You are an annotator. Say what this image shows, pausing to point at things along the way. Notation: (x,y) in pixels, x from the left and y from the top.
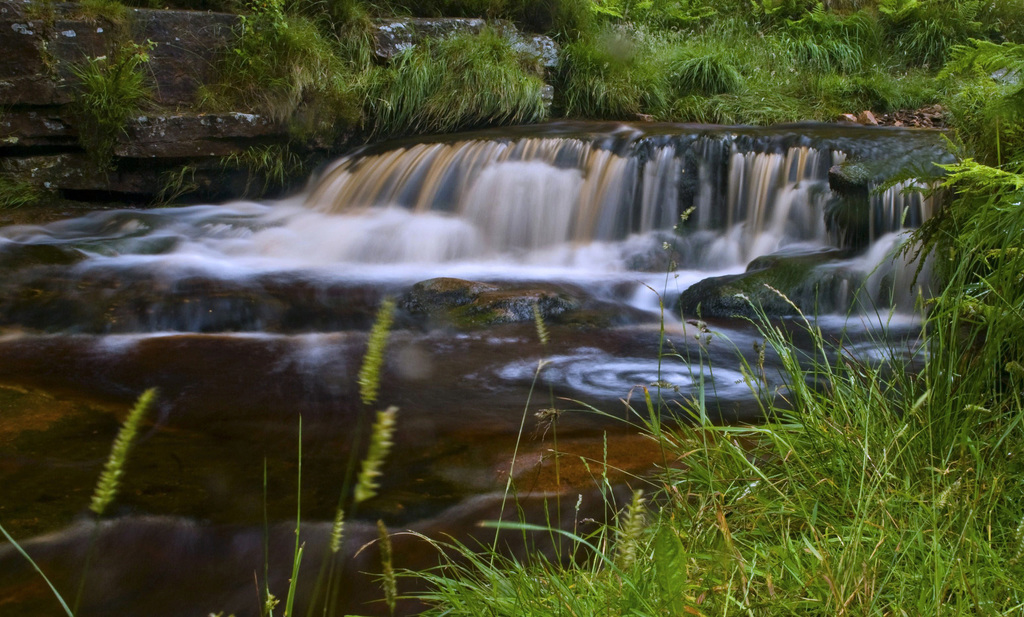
In this image in the middle (517,209), there are water falls (485,262). At the bottom (538,488) there are plants (813,362), grass (597,574), stones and water (408,415). At the top (572,96) there are plants (719,76), grass (275,76) and stones (158,76).
